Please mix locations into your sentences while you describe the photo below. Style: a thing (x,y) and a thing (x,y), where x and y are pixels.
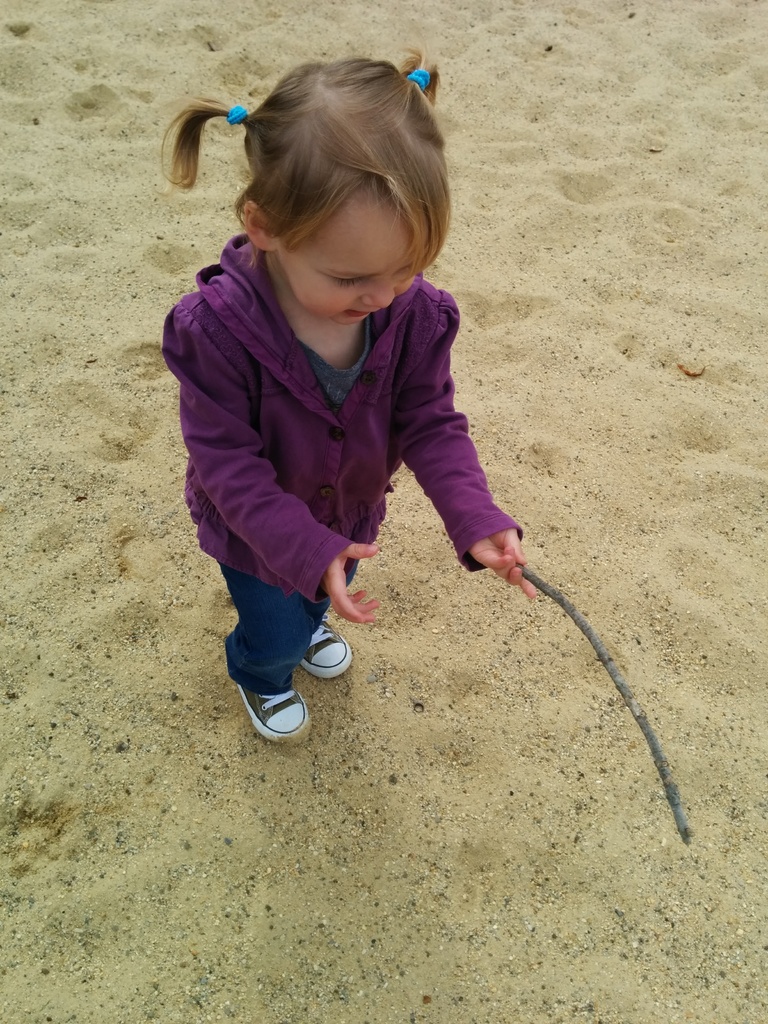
In the picture we can see a kid (258,487) wearing purple color sweater (312,493), blue color pant (266,610), black color shoe (311,641), holding a stick (536,580) in her hands (517,577) and we can see sand (547,716).
